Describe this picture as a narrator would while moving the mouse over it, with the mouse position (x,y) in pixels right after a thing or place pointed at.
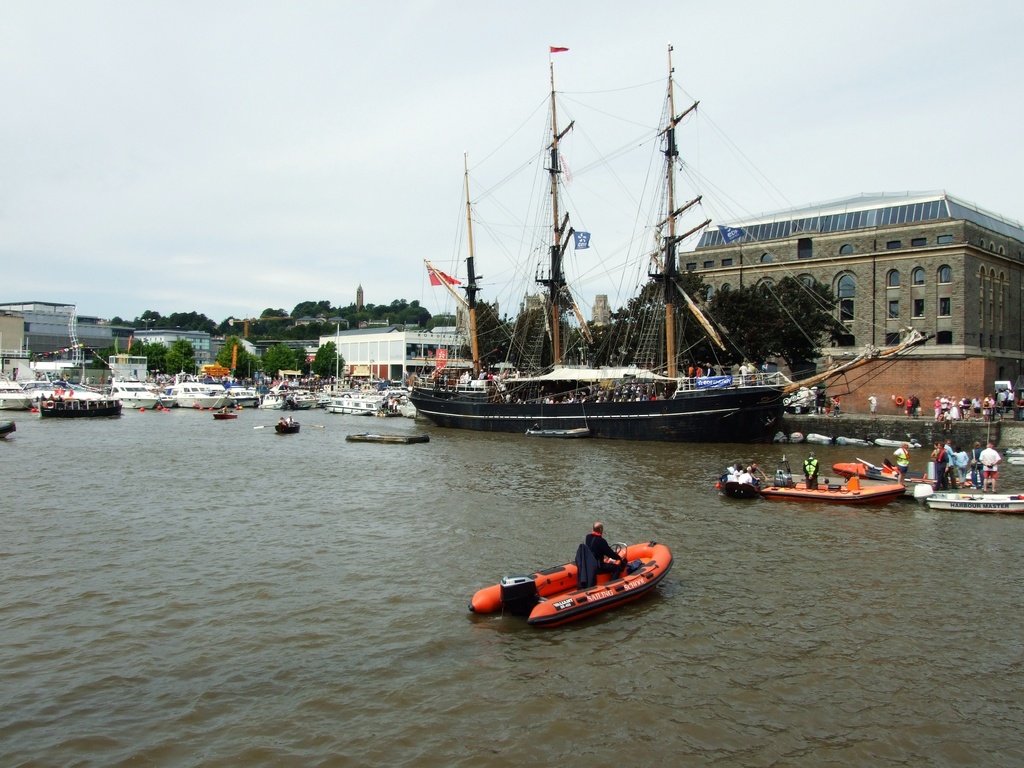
In this image I can see few boats (584,604) on the water (293,466). I can see few people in the boats (587,586). In the background (534,340) I can see many trees (229,355), buildings (339,349) and the sky (297,144).
